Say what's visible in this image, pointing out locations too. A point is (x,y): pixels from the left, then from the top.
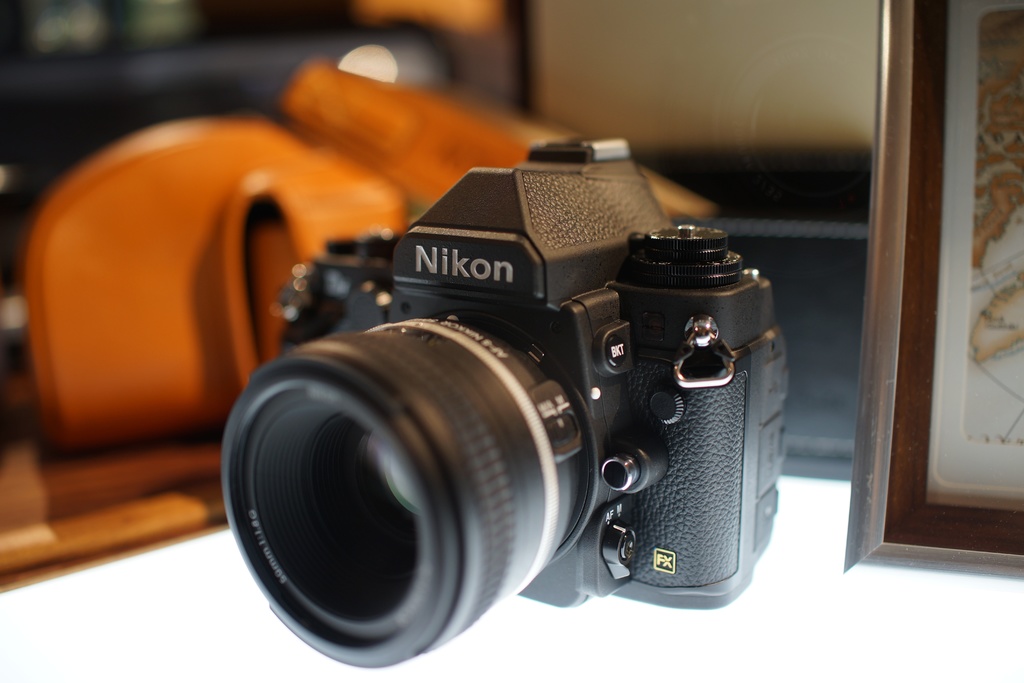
In this image we can see a camera (518,413). There is a photo frame (931,395) at the right side of the image (957,433). We can see few objects (314,211) at the left side of the image (249,179).
